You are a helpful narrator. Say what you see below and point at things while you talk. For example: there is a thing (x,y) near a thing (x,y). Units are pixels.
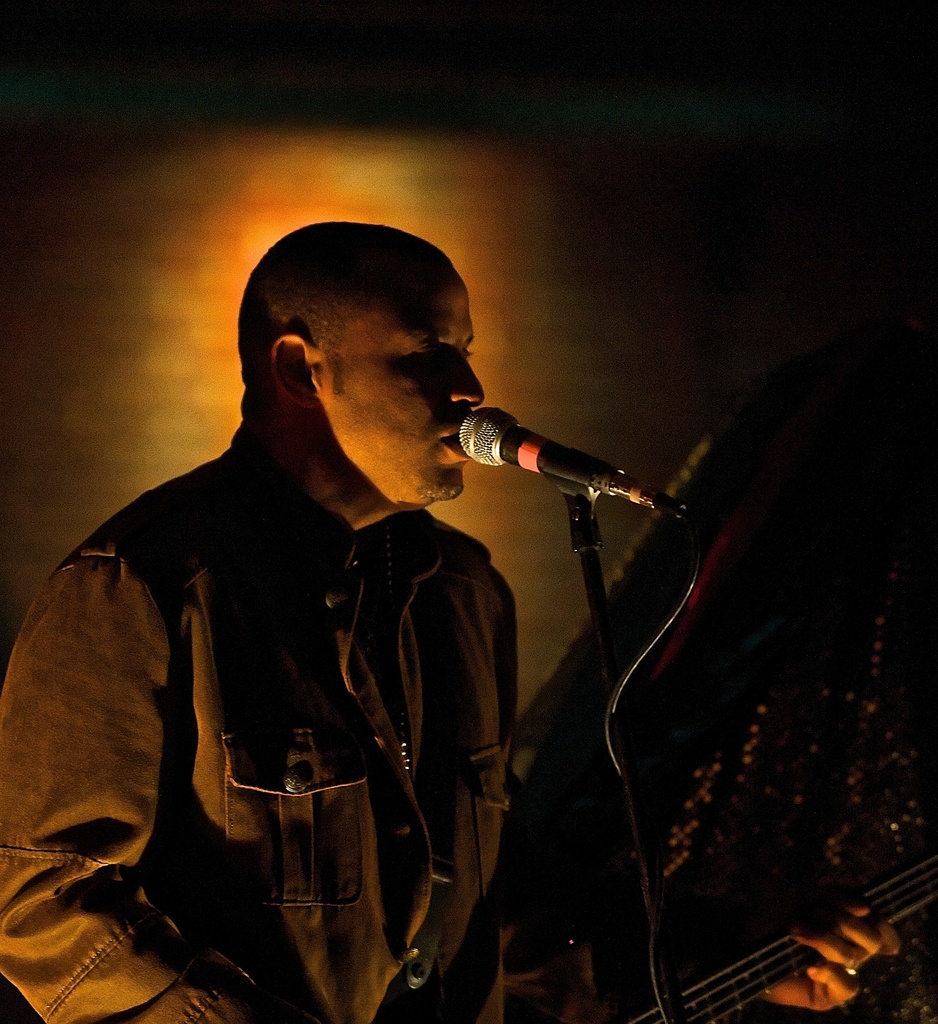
In this image we can see a man (255,353) standing and singing, and playing the musical instrument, and here is the microphone (536,461) and stand (621,749).
